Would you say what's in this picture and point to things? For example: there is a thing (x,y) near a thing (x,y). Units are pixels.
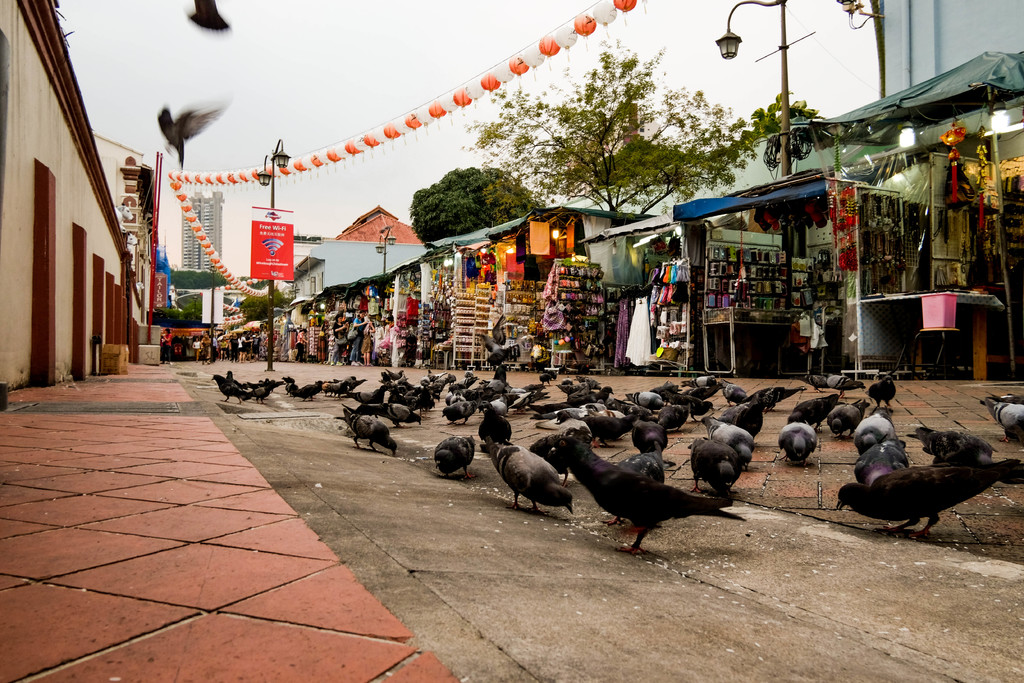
This is an outside view. At the bottom (865,489) there are many pigeons (336,391) on the road (540,597). On the left side (70,491), I can see the footpath (109,445) and a wall (69,258). In the background (447,318) there are many stalls (515,306) and few people (337,320) are standing. In the background (260,312) there are few light poles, trees (487,181) and buildings (208,215). Here I can see few birds (170,132) are flying. At the top of the image (333,43) I can see the sky (334,27).
